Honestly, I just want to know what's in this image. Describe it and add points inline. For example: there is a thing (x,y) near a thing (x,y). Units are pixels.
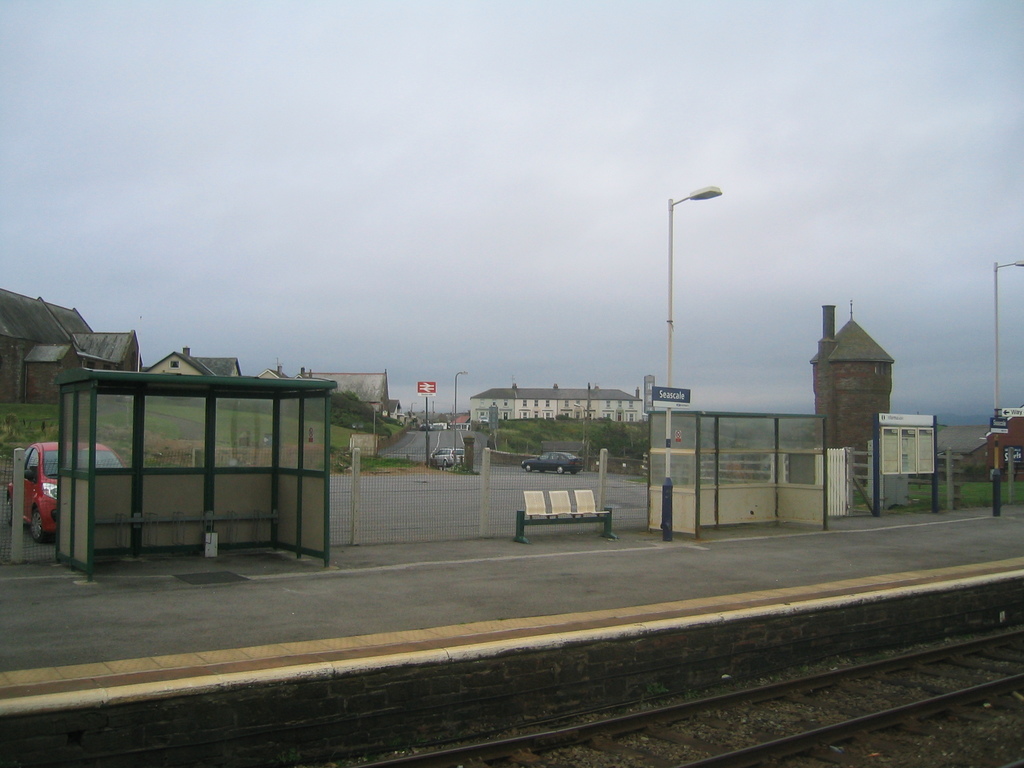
In this image we can see a platform (962,591), railway tracks (792,689), benches (563,501), shed (772,477), poles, lights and mesh (497,520). In the background (23,441), we can see cars (523,461), buildings (476,408), boards (428,384), grassy land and poles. At the top of the image (466,115), we can see the sky (631,172).
